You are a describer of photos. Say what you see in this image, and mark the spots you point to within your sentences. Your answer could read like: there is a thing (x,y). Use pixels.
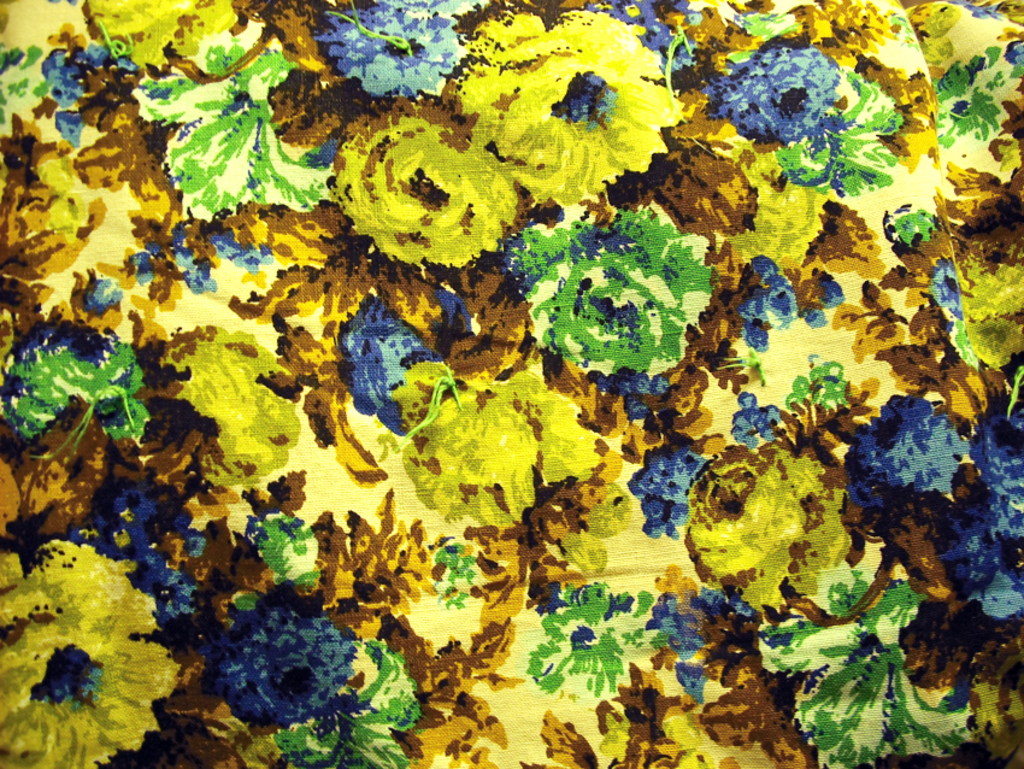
In this image I can see a fabric (94,302) with flowers (562,13).
